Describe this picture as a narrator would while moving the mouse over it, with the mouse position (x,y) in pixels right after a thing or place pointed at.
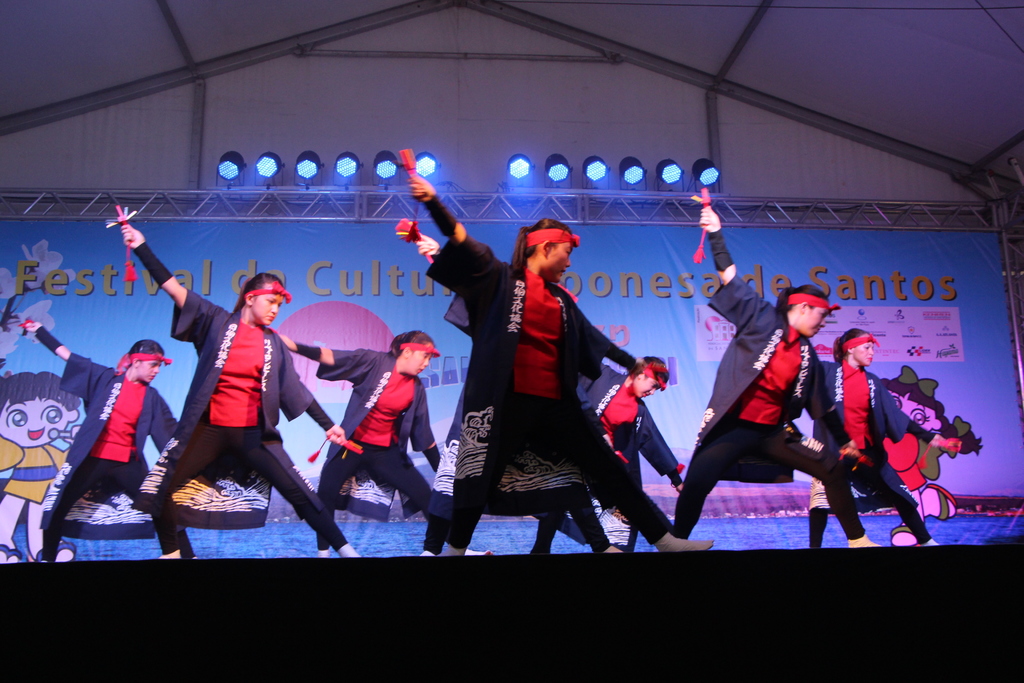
In this image, we can see people (280,395) wearing costumes (398,407) and holding some objects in their hands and performing a dance on the stage (539,581). In the background (312,171), there are banners (738,232), lights (236,169) and some rods (255,197). At the top (358,35), there is roof (784,71).
